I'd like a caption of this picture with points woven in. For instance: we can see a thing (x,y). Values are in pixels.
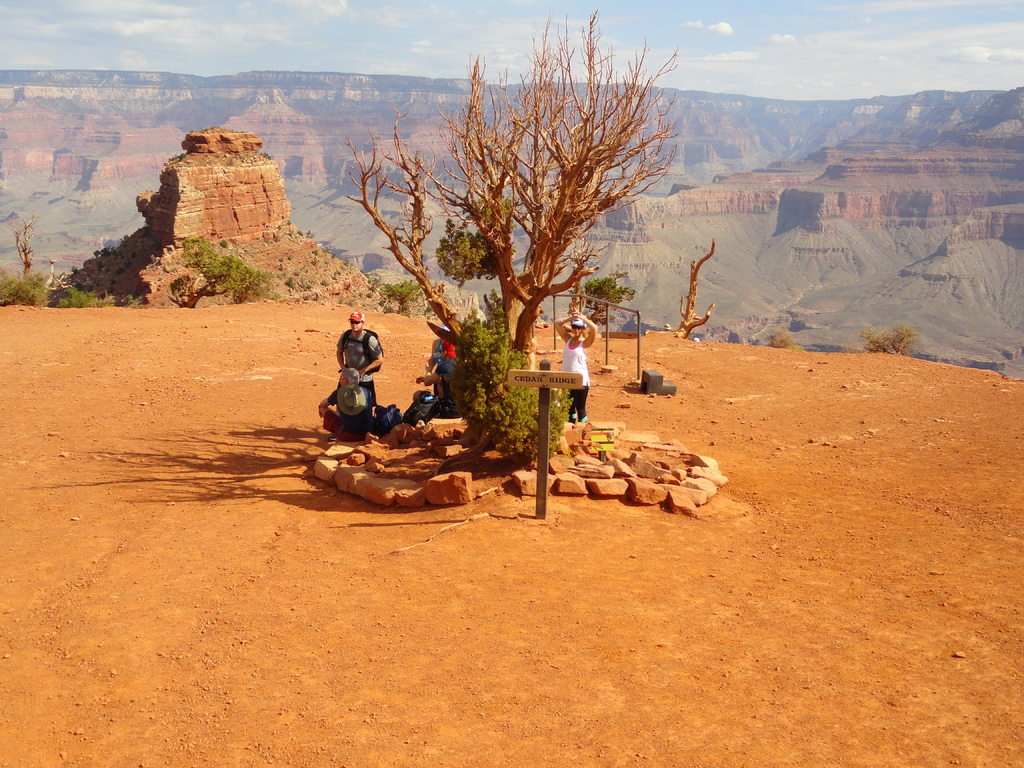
This picture is clicked outside. In the center (353,478) we can see the rocks (567,449), plants (512,428), group of people (451,410) and the dry stems (417,234). In the background (270,47) we can see the sky (484,13), mountains (242,81) and the green leaves (241,278) and many other objects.
